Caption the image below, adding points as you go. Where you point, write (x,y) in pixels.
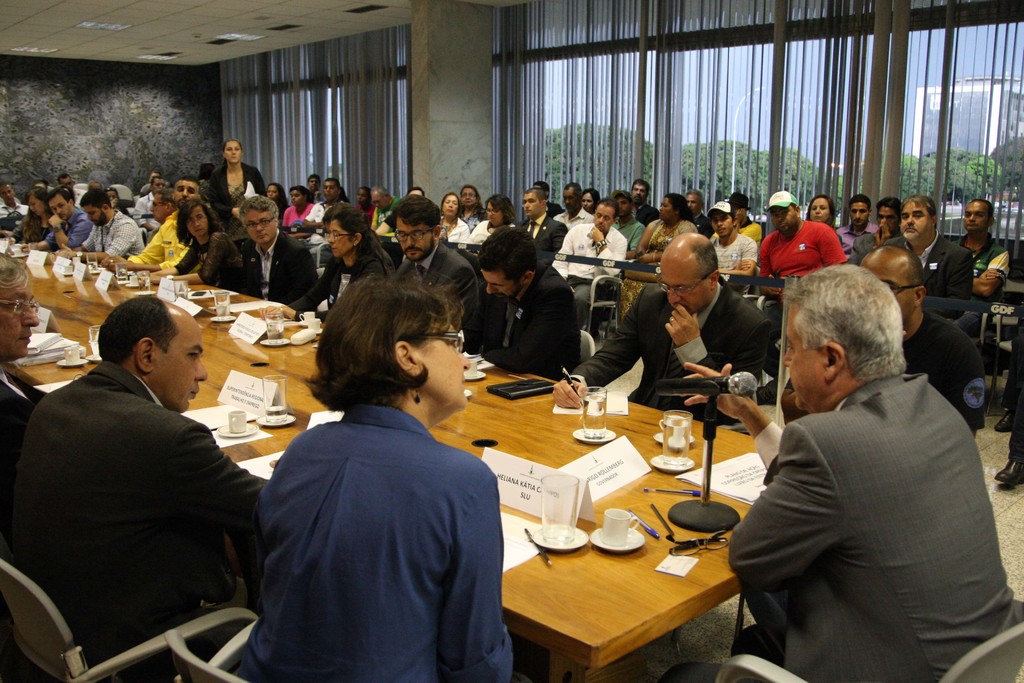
The picture is taken inside a conference (617,606) room with a table (543,625) and labels (518,491), notebooks (514,531), glasses (556,501) are on top of it. A guy (789,355) is sitting to the right side of the image (862,488) has a mic (719,385) in front of him. In the background (775,334) we observe many people (735,235) spectating and there is a curtain (315,137) in the background (364,133).
